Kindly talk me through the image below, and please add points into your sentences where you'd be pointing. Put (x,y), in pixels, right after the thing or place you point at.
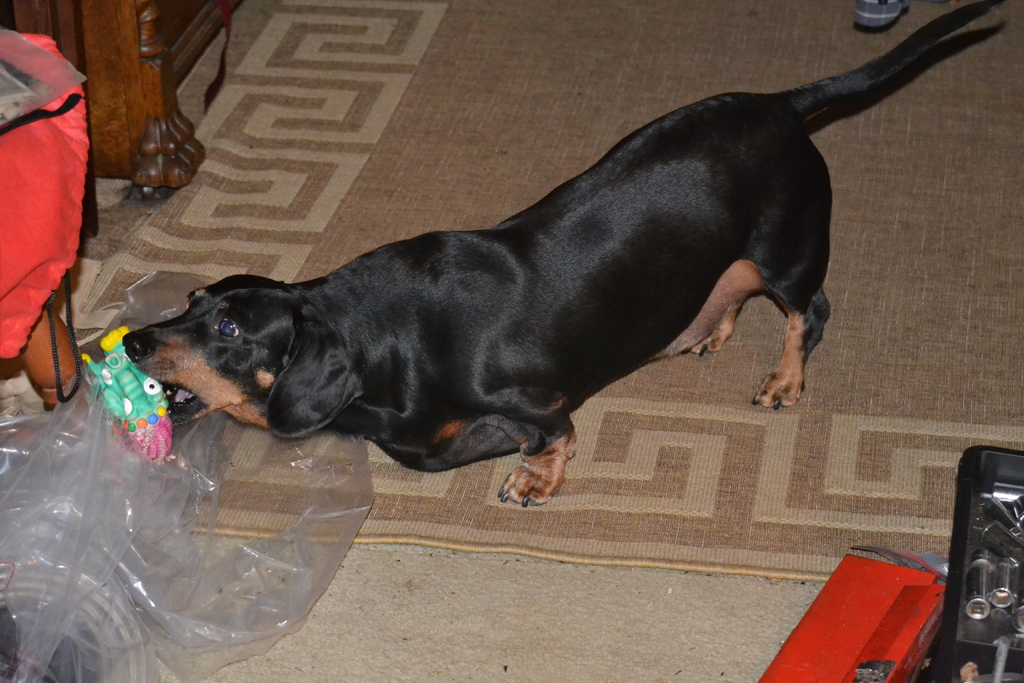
In this image I can see a black dog (577,287) on the floor (702,447). On the left side (157,526) I can see a polythene cover (181,542).
